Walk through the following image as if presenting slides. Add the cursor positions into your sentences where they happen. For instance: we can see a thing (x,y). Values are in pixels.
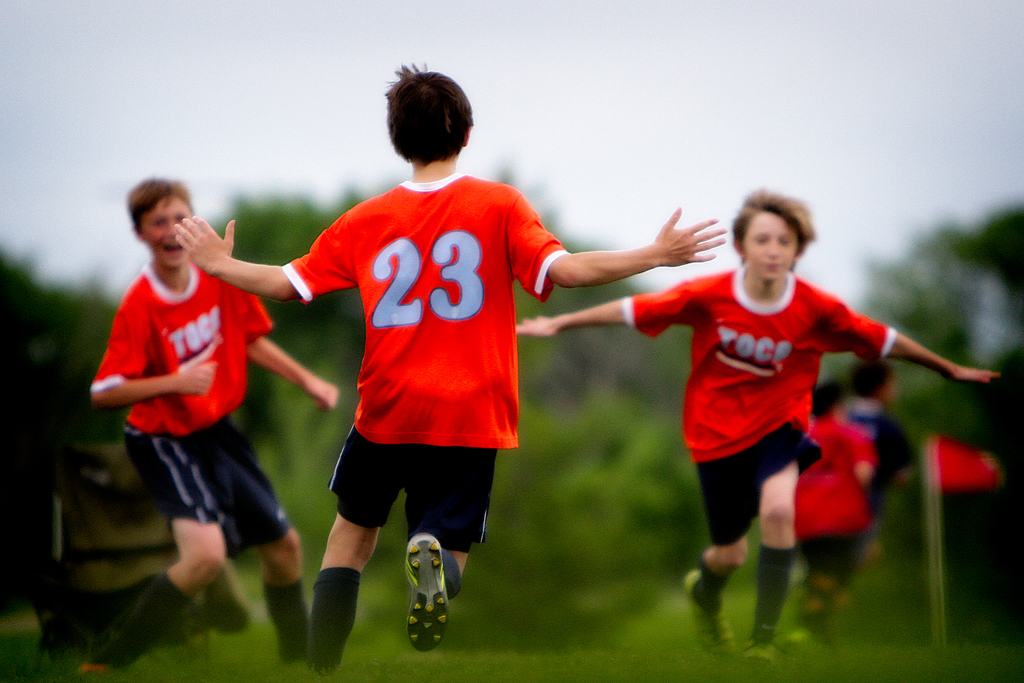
In the picture there are group of boys (283,547) playing in the ground (740,670), they are wearing orange shirts (514,353) and the background (675,366) is blurry.
